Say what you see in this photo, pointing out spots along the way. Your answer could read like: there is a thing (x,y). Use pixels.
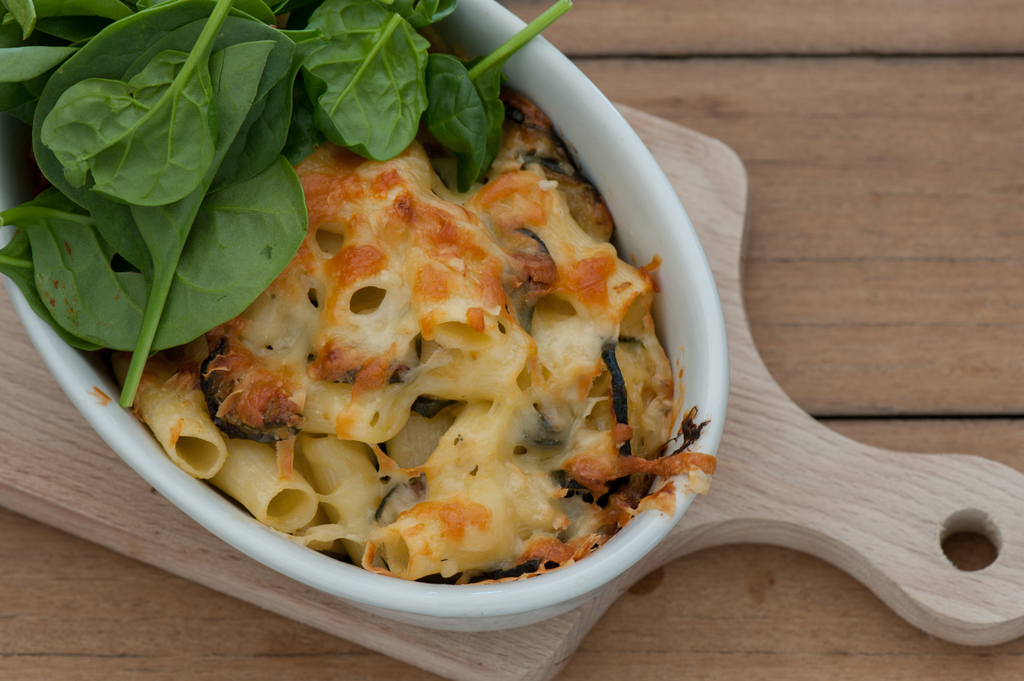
In this image I can see the bowl (513,594) with food (430,378). The food (442,329) is in cream, brown and green color and the bowl (416,595) is in white color. The bowl (521,582) is on the wooden object (718,480). The wooden object (842,508) is on the brown color surface (110,602).
